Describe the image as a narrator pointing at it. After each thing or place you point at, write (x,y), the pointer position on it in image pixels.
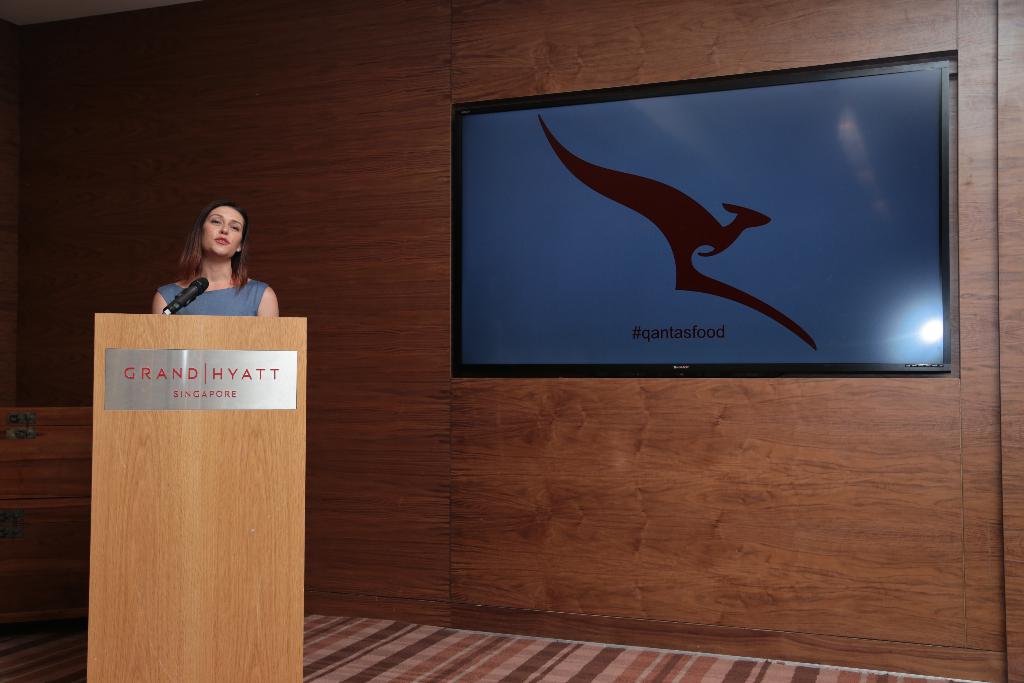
In this picture there is a woman (236,294) who is standing behind the speech desk (203,398), beside her I can see the mic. On the right (860,87) I can see the screen (819,336) which is placed on the wooden wall (768,448).
